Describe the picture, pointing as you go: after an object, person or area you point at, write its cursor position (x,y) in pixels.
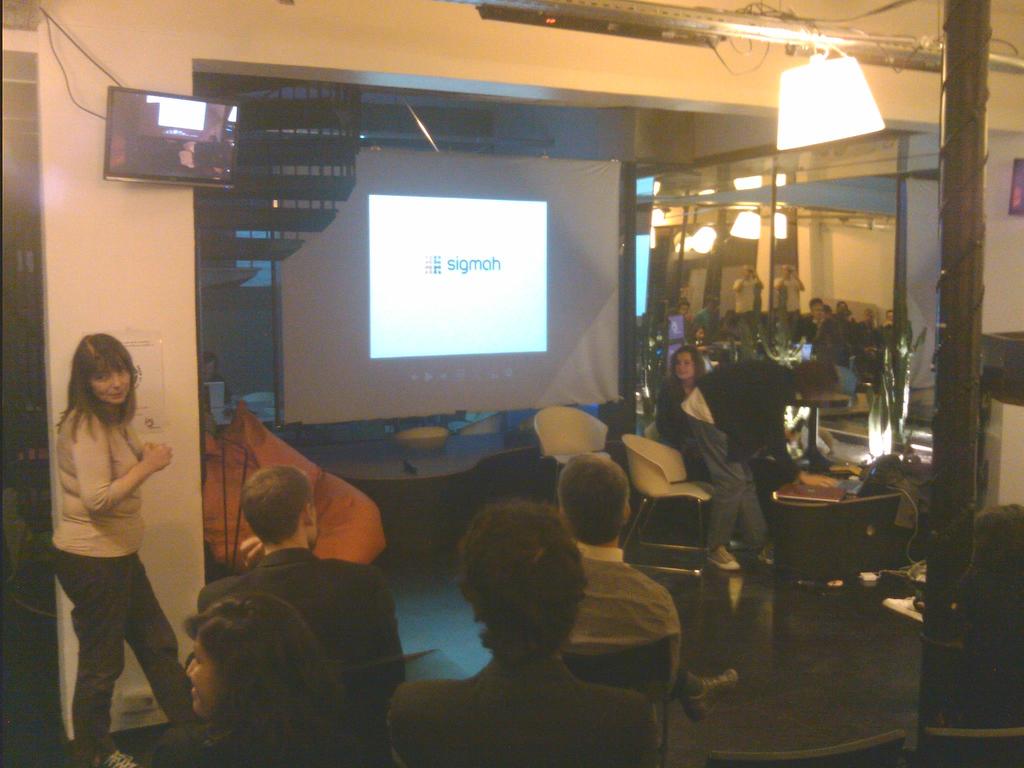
In this picture we can see a woman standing on the path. There is a staircase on the left side (237,172). We can see a Television (134,174) on a pillar (167,285). There are few people (277,496) sitting on the chair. We can see some lights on top (752,210). There is a pole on the right side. We can see a person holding a camera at the back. We can see a laptop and a file (781,496) on a desk (817,524).
